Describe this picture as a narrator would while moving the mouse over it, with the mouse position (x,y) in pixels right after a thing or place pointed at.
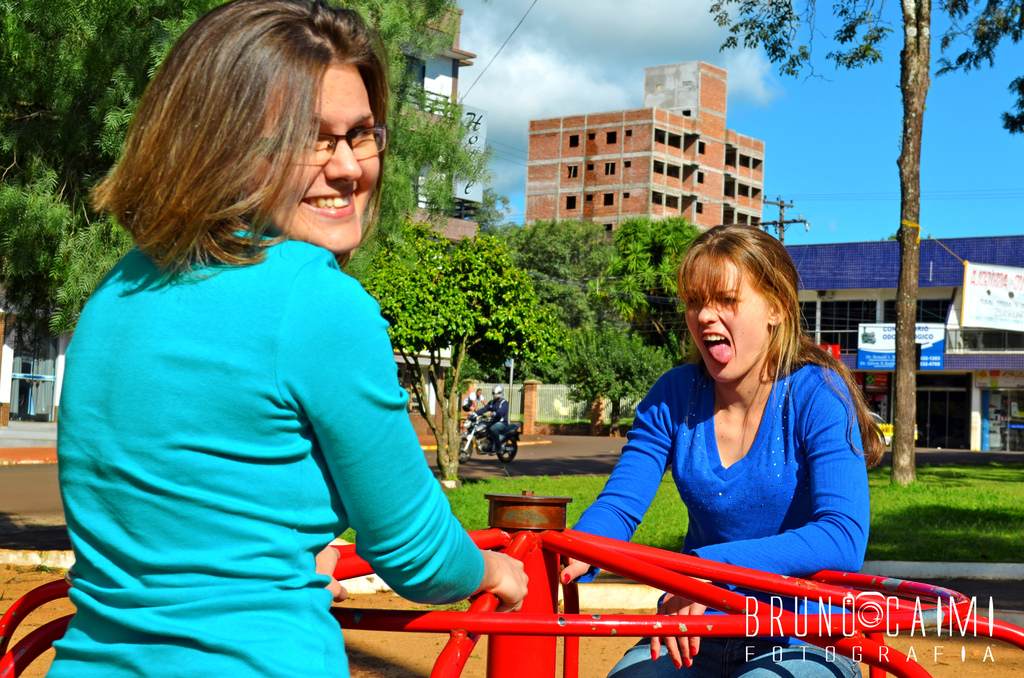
In this image we can see these people (317,382) wearing blue dresses (340,458) are sitting on the spinning ring (887,662). In the background (500,452), we can see grass (958,470), trees (518,355), vehicles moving on the road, brick buildings (689,213), boards (1012,318) and the sky (834,152) with clouds (561,49) in the background (647,130).
